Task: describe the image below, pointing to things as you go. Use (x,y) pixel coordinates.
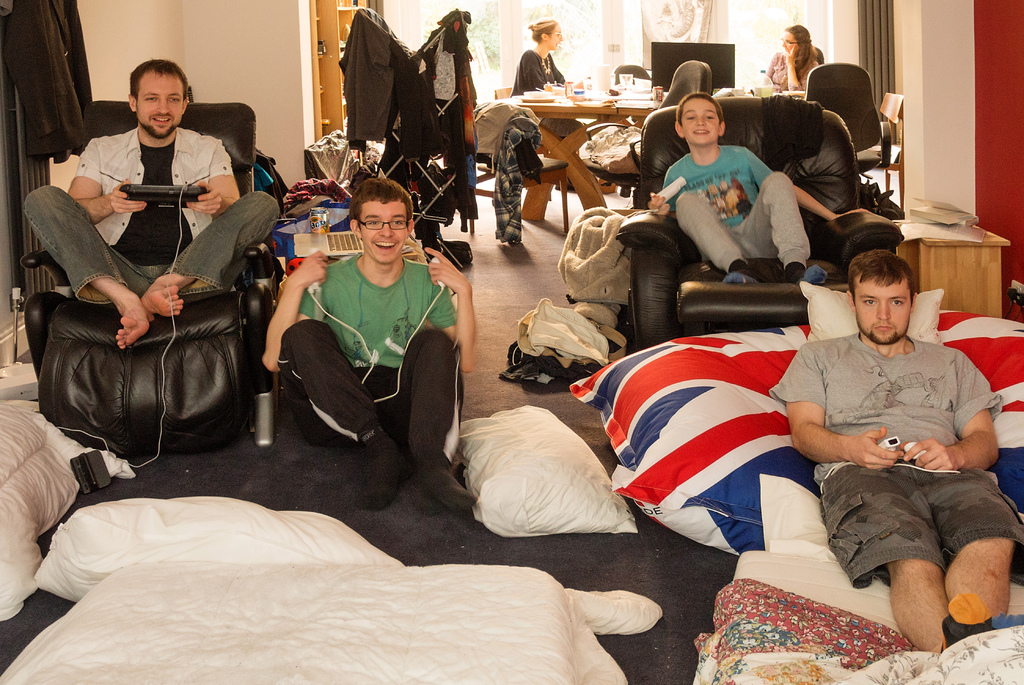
In the picture we can see inside the house (947,87) with four people (979,610) two are sitting on sofa chairs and one on the floor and one man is sitting on the bed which is white in color with pillow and near them we can see a floor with blanket (273,667) and in the background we can see two woman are sitting on the chairs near the dining table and on it we can see some items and behind them we can see a door (605,22) with glass (595,32) to it and beside it we can see a rack (315,119).
